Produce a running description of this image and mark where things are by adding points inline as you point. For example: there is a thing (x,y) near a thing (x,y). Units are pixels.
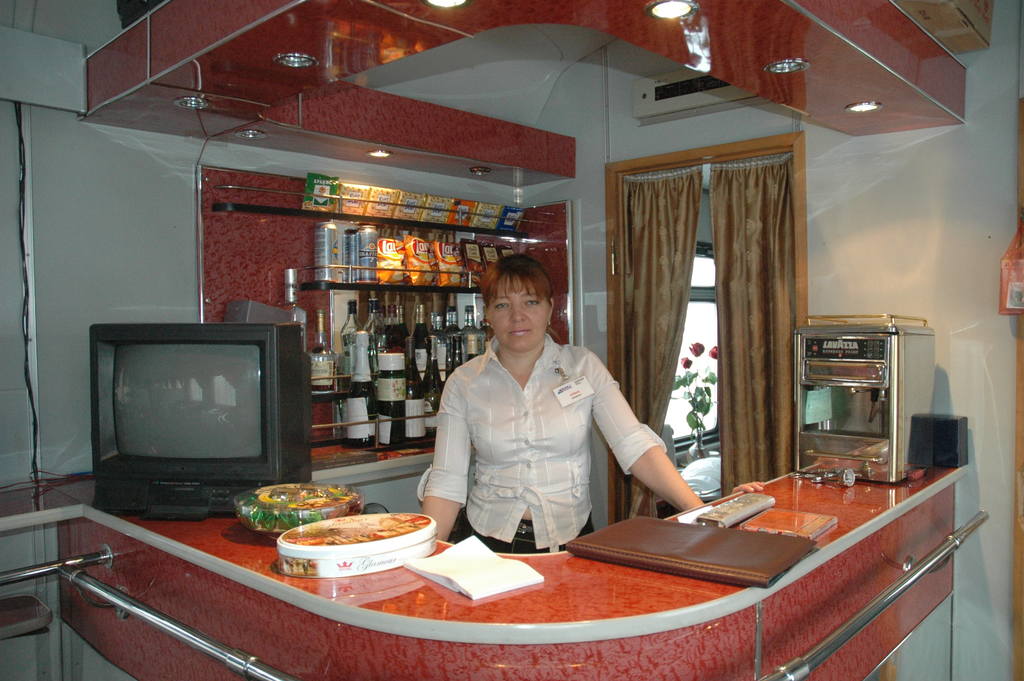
In this image there is a woman (539,432) standing, there is a card (567,396), there is text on the card (578,390), there is a shelf (395,317), there are objects (348,233) on the shelf (392,292), there is a plant (691,410), there are flowers (697,356), there is a window (697,292), there are curtains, there are objects (388,540) on the surface (566,556), there is an object (1002,296) towards the right of the image (1012,275), there is the roof (446,62) towards the top of the image (694,4), there are lights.
